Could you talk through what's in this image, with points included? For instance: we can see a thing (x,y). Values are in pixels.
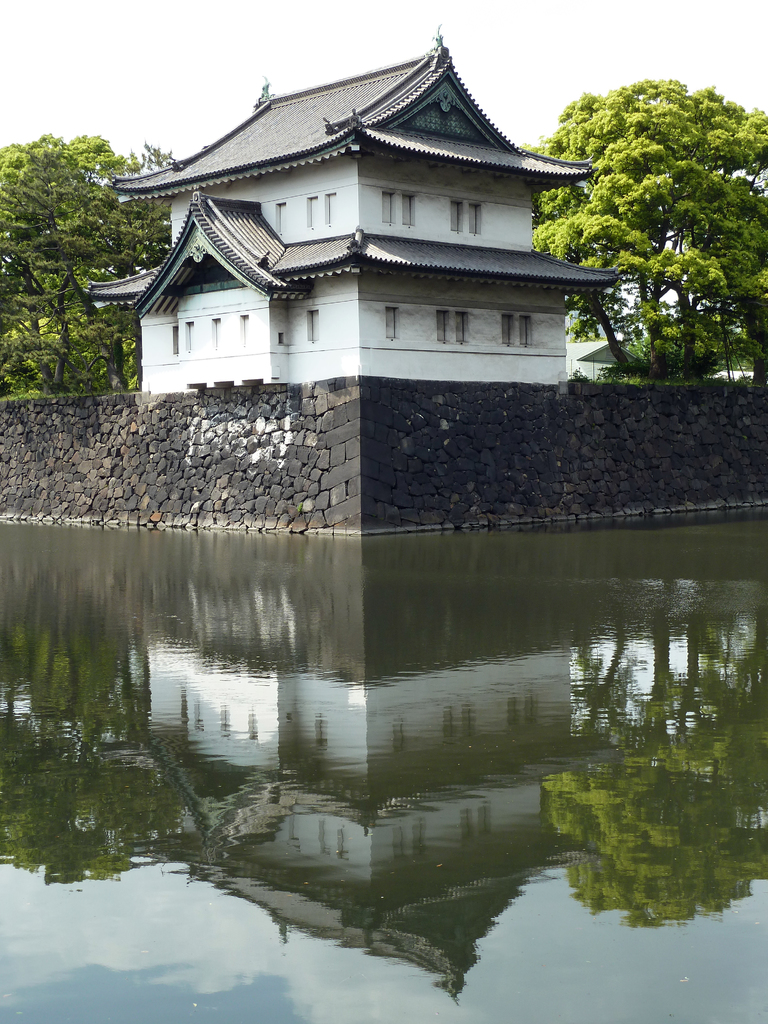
In the image we can see the house (390,345) and the windows (447,329). We can even see trees (607,244) and the sky (123,112). Here we can see water (360,583), stone wall (258,521) and on the water (298,900) we can see the reflection (380,836) of the trees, the house (370,916) and the sky (394,1003).
